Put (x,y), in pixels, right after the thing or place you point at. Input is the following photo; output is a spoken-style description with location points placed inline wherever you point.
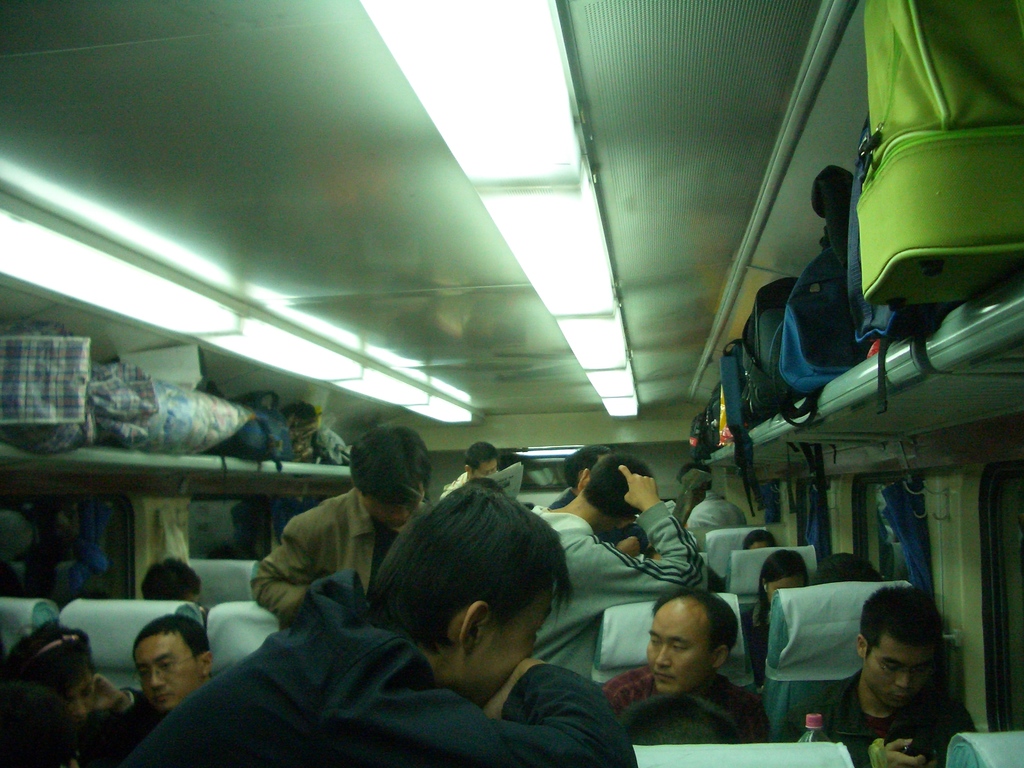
In this picture I can see that there are some people (895,712) sitting in their seats (816,624) and some are standing, there is luggage (294,446) kept here in the shelf (947,350) and on the ceiling (648,403) there are lights (33,257).
